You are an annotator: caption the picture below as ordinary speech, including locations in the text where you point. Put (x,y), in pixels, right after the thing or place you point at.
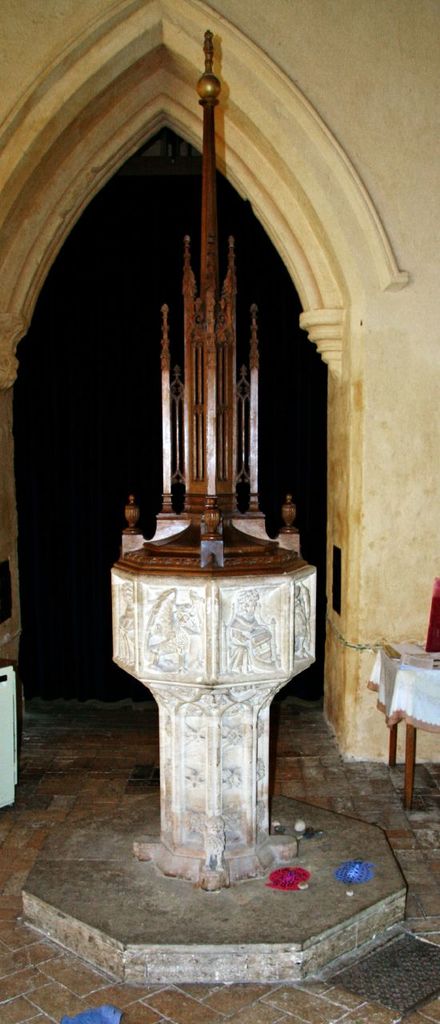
In this image there is a sculpture (283,976), there is ground (51,872) towards the bottom of the image (113,896), there are objects (276,869) on the ground (345,857), there is a table (394,749) towards the right of the image (396,690), there is a cloth (404,687) on the table (411,742), there is an object (411,653) on the cloth (431,699), there is an object (15,705) towards the left of the image (15,631), there is the wall (362,149) towards the top of the image (289,90).
